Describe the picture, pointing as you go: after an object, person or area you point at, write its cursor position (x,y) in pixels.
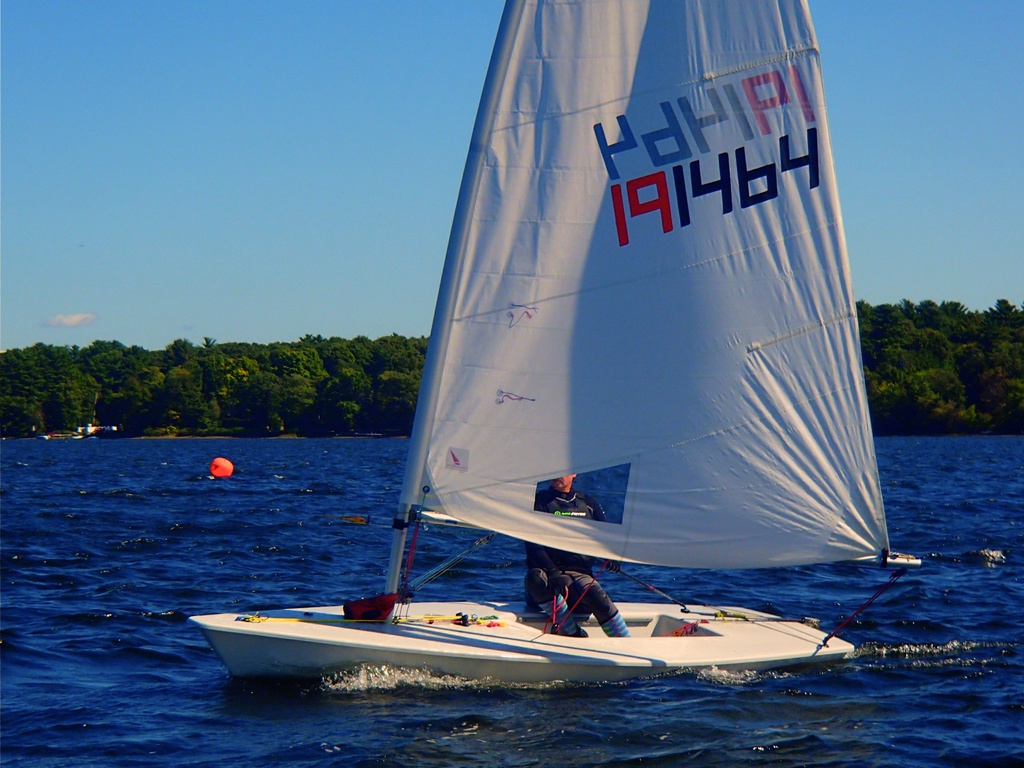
In this image in the center (493,506) there is one boat (343,624), in the boat (306,644) there is one person (571,497) sitting and there is one pole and board (490,365). And at the bottom (720,694) there is a river (913,513), and in the background (928,406) there are some trees (927,386). At the top (81,183) there is sky (907,169).
